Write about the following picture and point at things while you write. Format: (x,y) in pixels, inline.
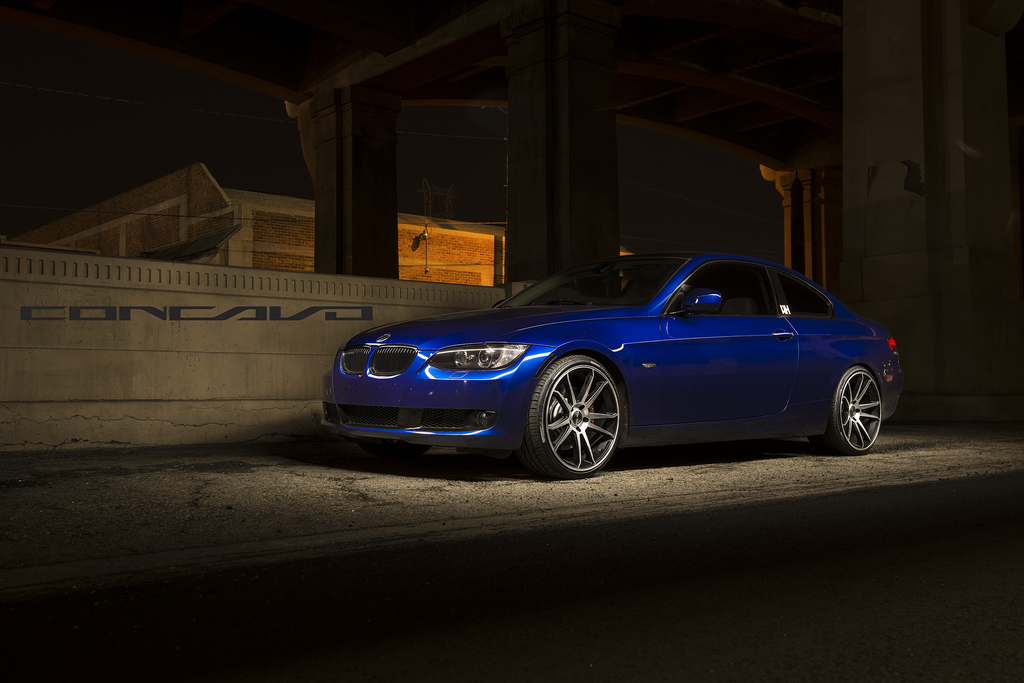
This is an image clicked in the dark. Here I can see a blue color car (556,408) on the road (496,567). On the left side (42,355) there is a wall (184,376). In the background (164,227) there is a building (148,223).
